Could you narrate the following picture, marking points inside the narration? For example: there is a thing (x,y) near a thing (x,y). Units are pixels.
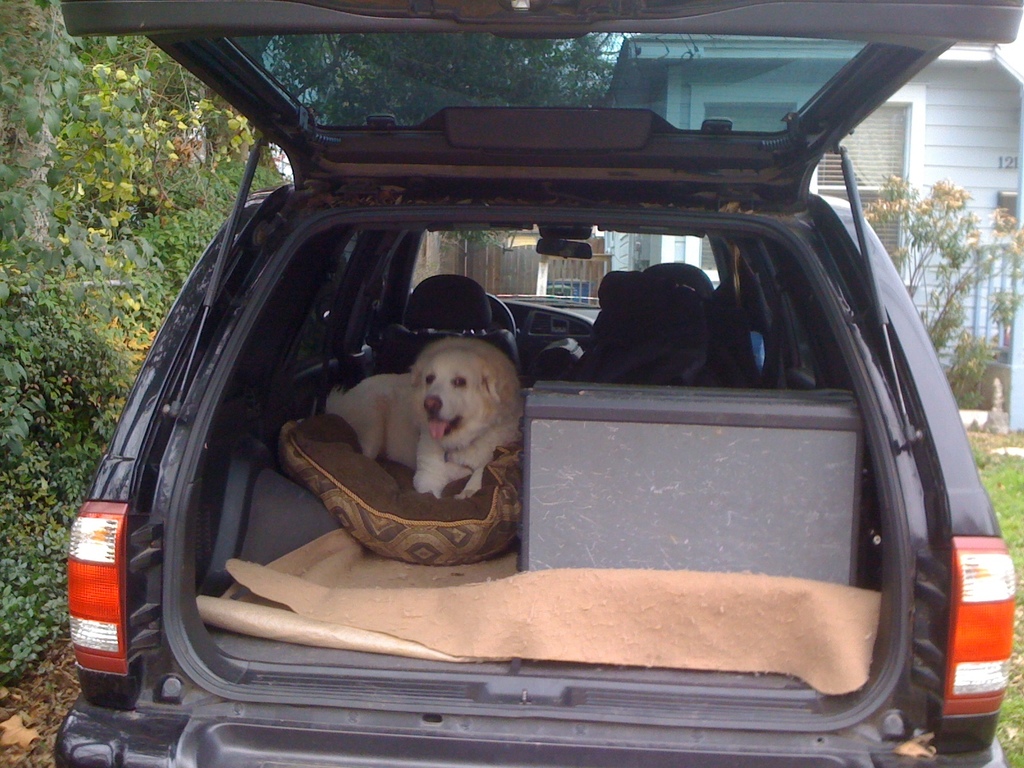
The image is inside the car (689,707). Inside the car (492,455) we can see a dog (391,394) lying on pillow (366,464) on right side (695,455) there is a box (644,441). On left side (62,290) there are some trees (104,158), on right side (965,148) there is a building (935,111) and windows (899,133) which are closed, in background (511,259) there is a gate (575,274).
